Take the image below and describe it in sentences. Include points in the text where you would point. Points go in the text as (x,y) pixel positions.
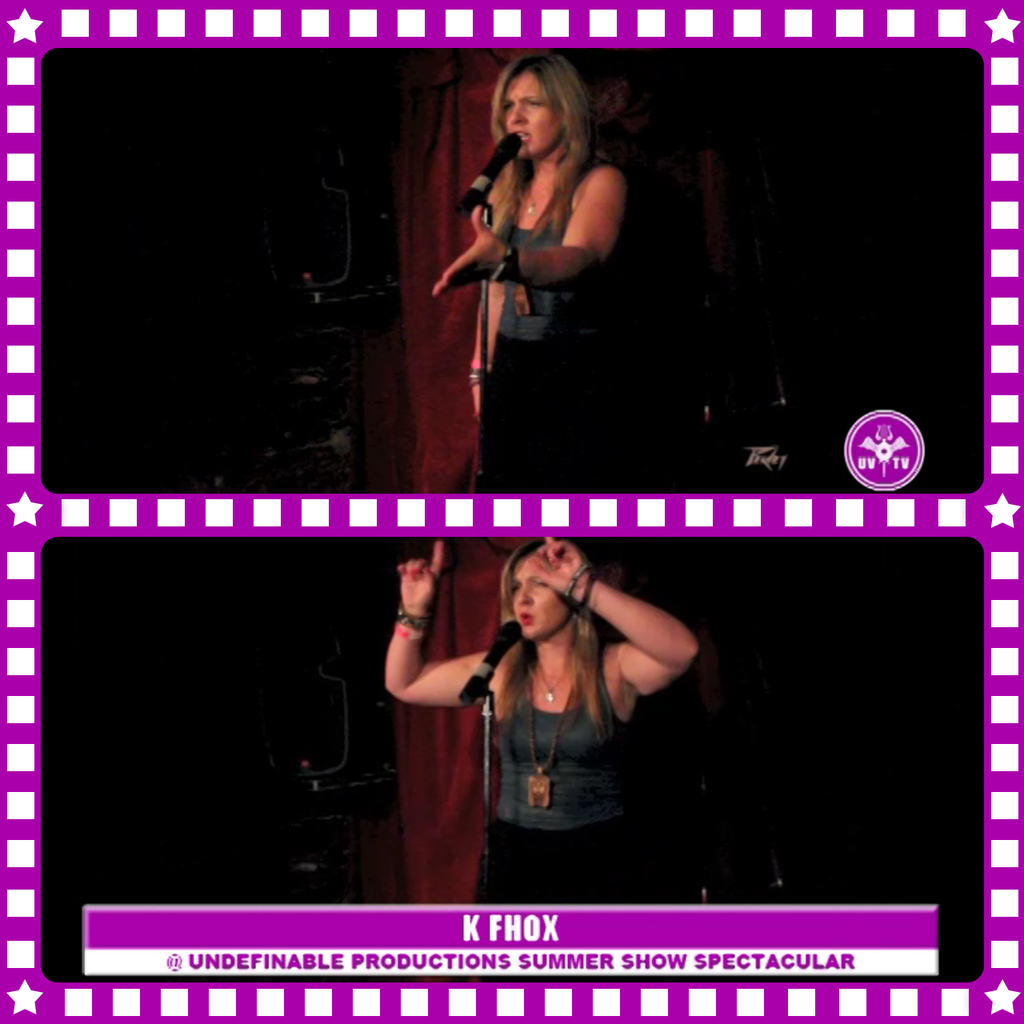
This is a collage. On the first image there is a lady (561,337) standing and in front of her there is a mic (498,156) with mic stand (488,323). Below image same lady (575,732) is standing and in front of her there is a mic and mic stand (489,756). Also there is something written. Also there is a pink border (851,525) for the image.
